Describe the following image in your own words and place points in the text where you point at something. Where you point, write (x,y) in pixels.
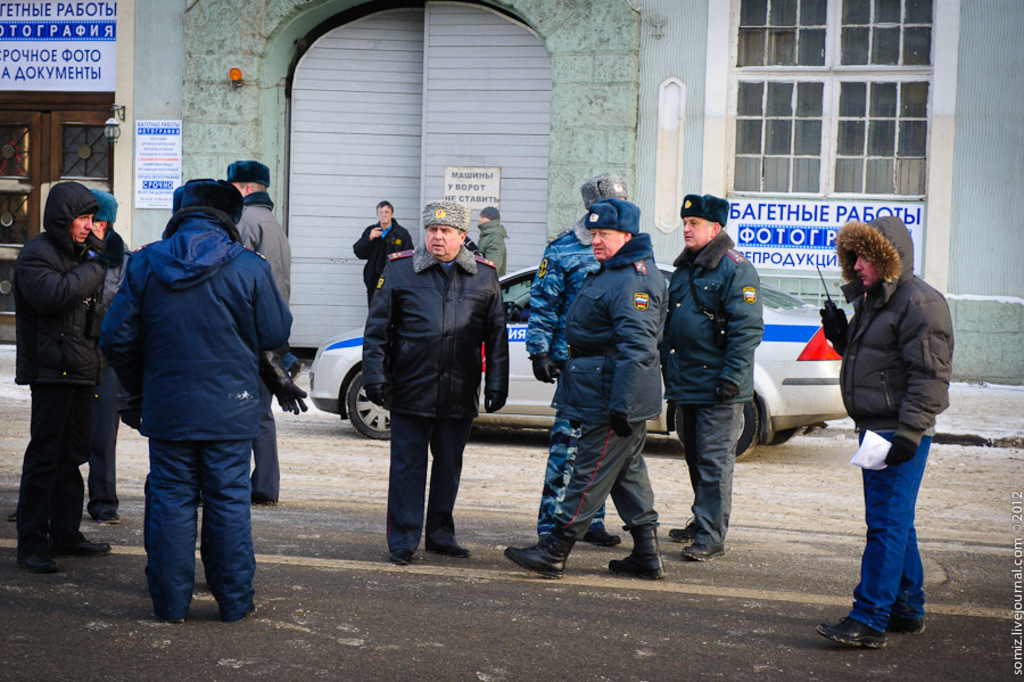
In this image I can see group of people (719,280) standing wearing uniforms (231,255), at the back (520,320) I can see a car (519,322) on the road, building (551,235) in light green color. I can also see gates (451,76) and windows (756,96) in white color.
